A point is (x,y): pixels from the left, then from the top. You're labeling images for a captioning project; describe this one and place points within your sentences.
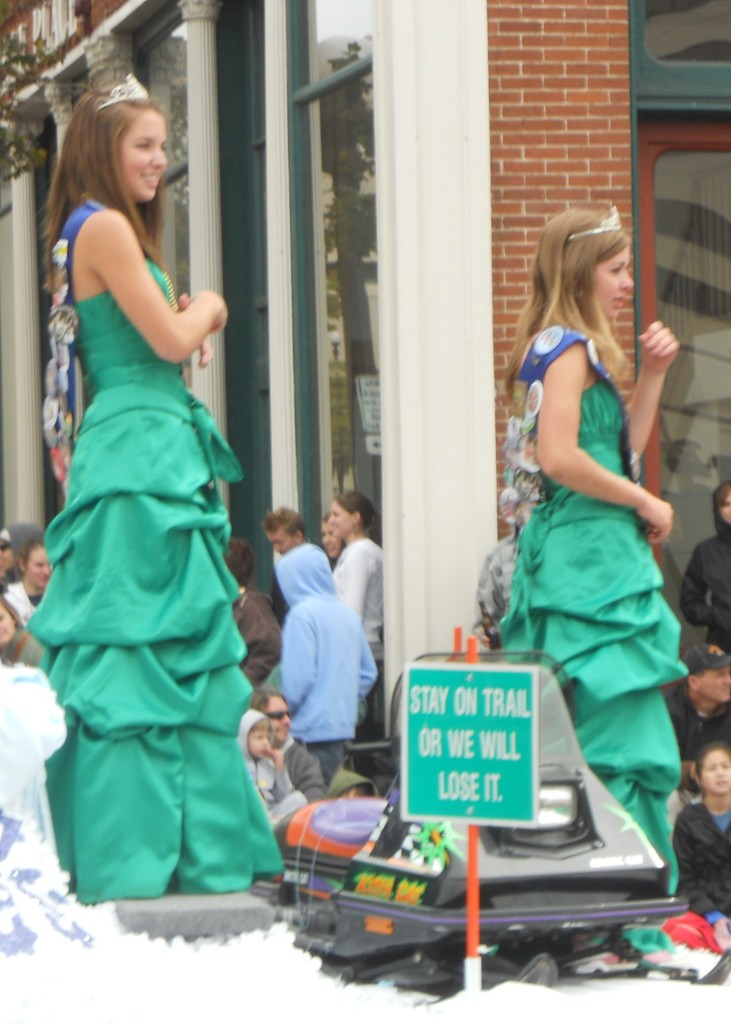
In this image I can see number of people (360,539) where few are sitting and few are standing. I can also see most of people (328,578) are wearing jackets (307,578) and in the front (102,404) I can see two women (86,340) are wearing green colour dress (85,520), crowns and on their shoulders (117,263) I can see blue colour things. On the bottom side of the image (415,845) I can see a pole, a green colour board (460,810), a vehicle (495,902) and on the board (443,774) I can see something is written. In the background (502,135) I can see a building (493,129) and on the top left side of the image (17,54) I can see a tree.
